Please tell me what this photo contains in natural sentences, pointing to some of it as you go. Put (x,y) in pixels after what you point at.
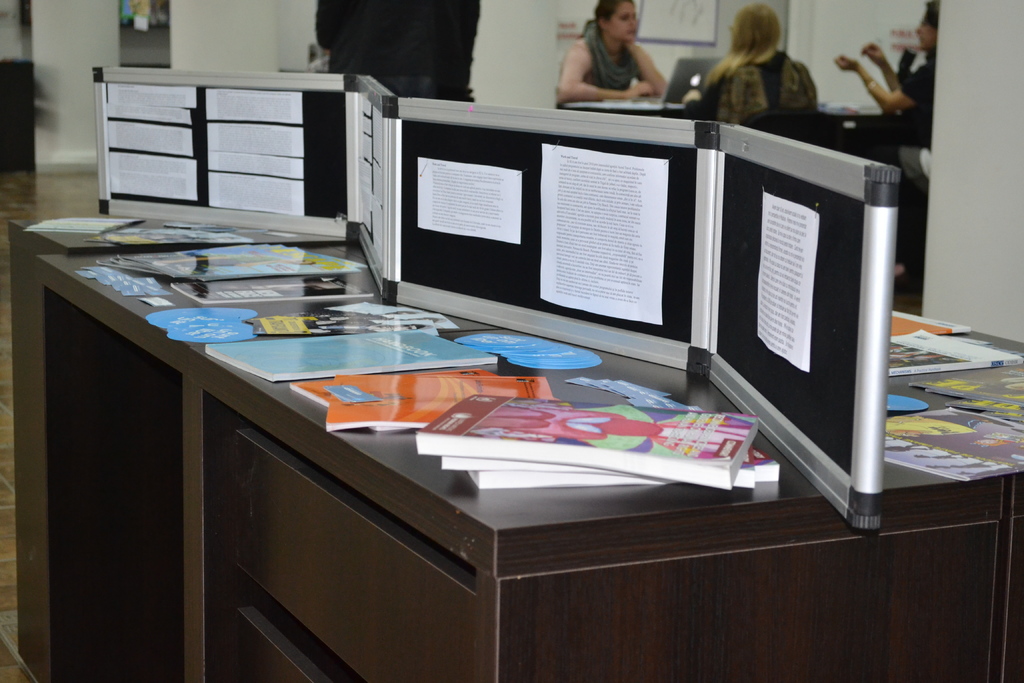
In this image there are three person (796,97) sitting on the chair (803,130). On the table (644,106) there is a laptop (681,69), book (529,434) and a board (751,246).
